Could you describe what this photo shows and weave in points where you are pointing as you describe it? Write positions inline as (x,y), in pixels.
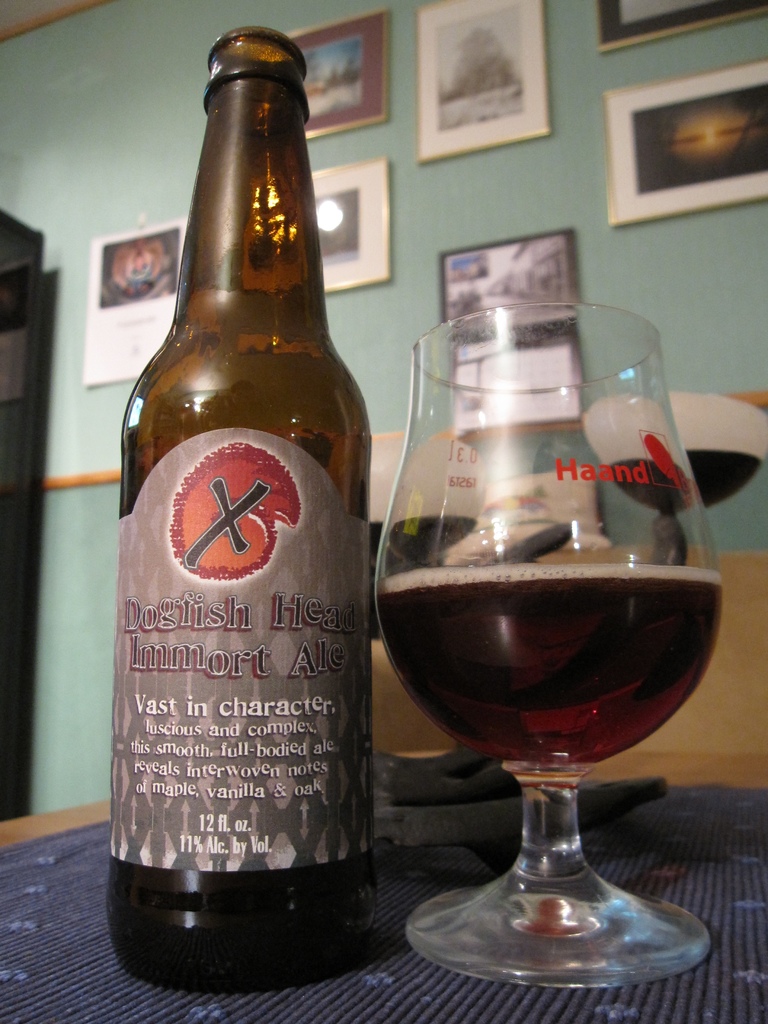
In this image there is a bottle (294,504) and a glass (548,526) at the right side (576,605) filled with drink (561,605) which is kept on the table (77,913). In the background (573,283) there are frames (515,109) hanged on the wall (520,183).
